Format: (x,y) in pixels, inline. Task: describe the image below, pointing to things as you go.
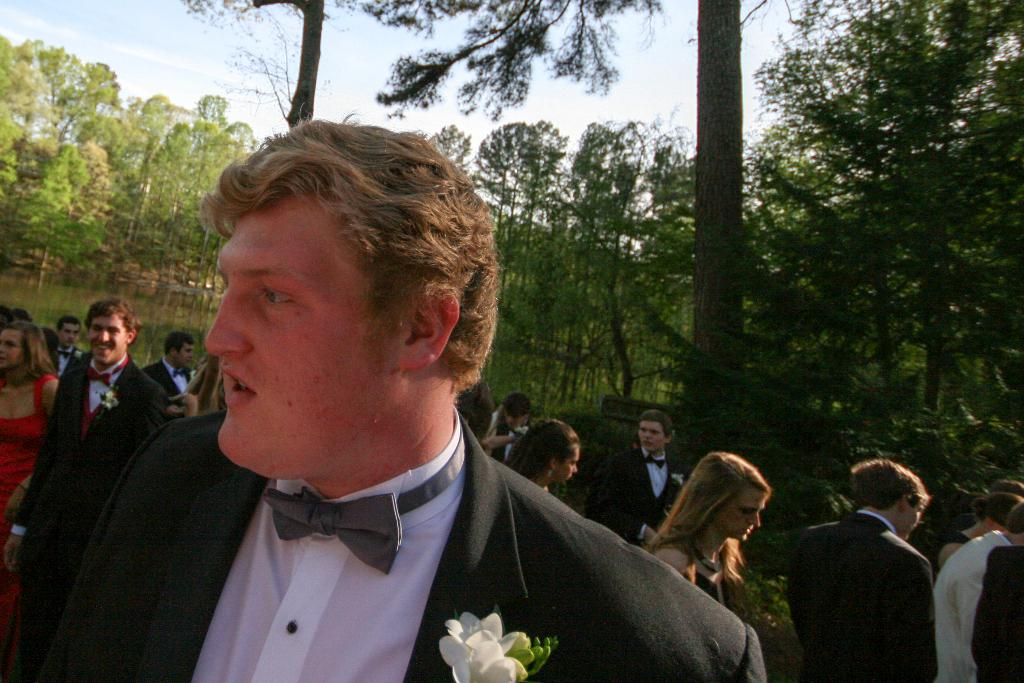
In this image we can see a man (347,185) is standing, he is wearing a suit (473,505), at the back (659,497) there are a group of people (816,603) standing, there are many trees (597,155), there is sky (199,17) at the top (143,11).
